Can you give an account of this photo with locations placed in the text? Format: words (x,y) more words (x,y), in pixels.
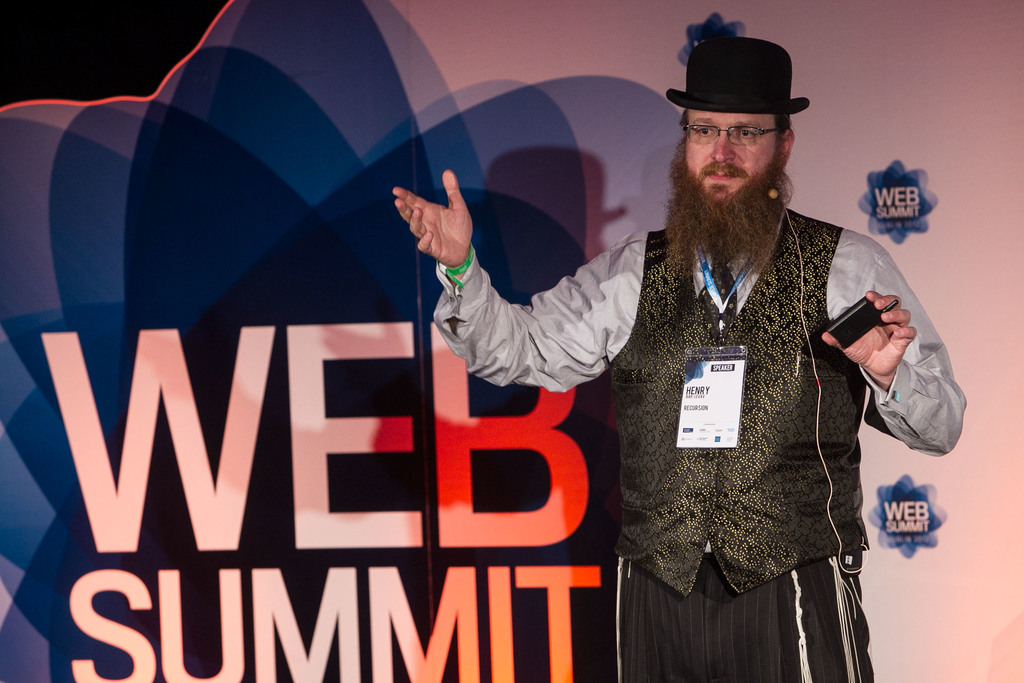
To the right side of the image (889,396) there is a person (748,78) standing wearing a cap (749,79). In the background of the image (207,137) there is a banner (306,478) with some text (562,657) on it.
